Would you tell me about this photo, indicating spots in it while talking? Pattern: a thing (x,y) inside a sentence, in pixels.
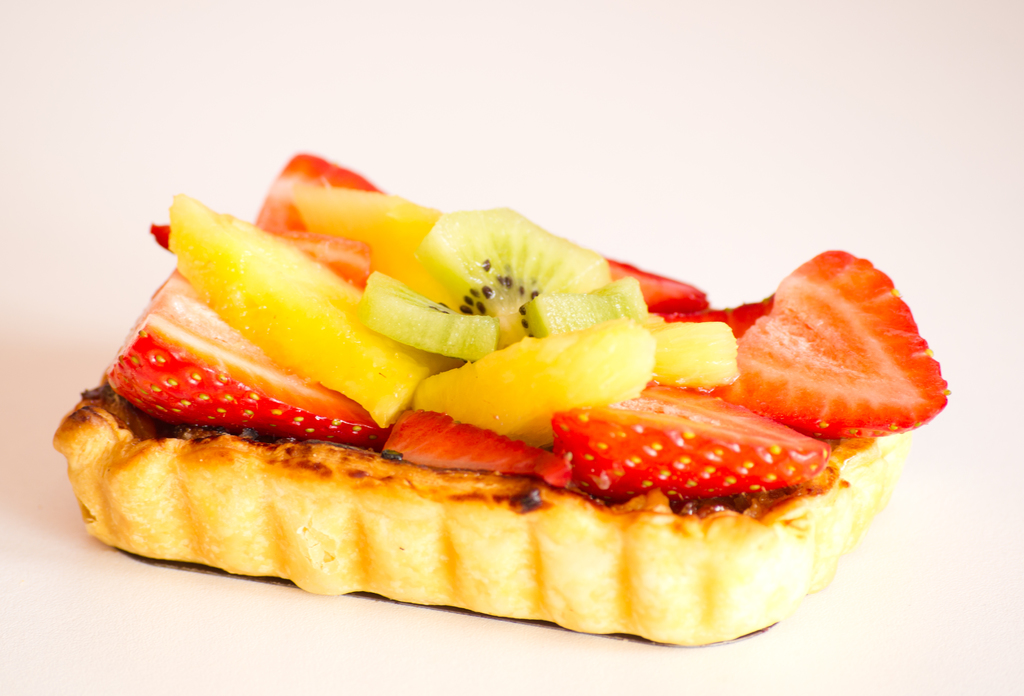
There is baked item (373,463) in the center of the image (464,415), which contains slices of strawberry (699,420), kiwi (474,323) and other fruit (311,330).
